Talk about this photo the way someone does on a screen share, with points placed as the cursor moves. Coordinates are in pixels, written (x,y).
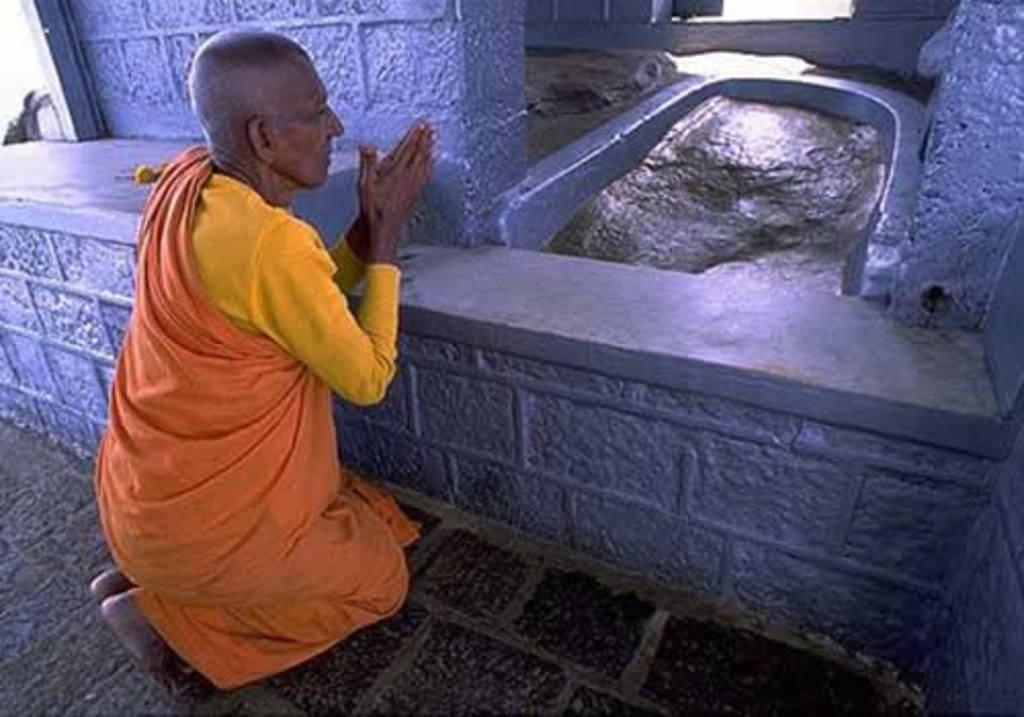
In this image we can see a person (257,620) wearing orange color dress (253,488) and sitting on his knees (345,546) and doing prayer.
